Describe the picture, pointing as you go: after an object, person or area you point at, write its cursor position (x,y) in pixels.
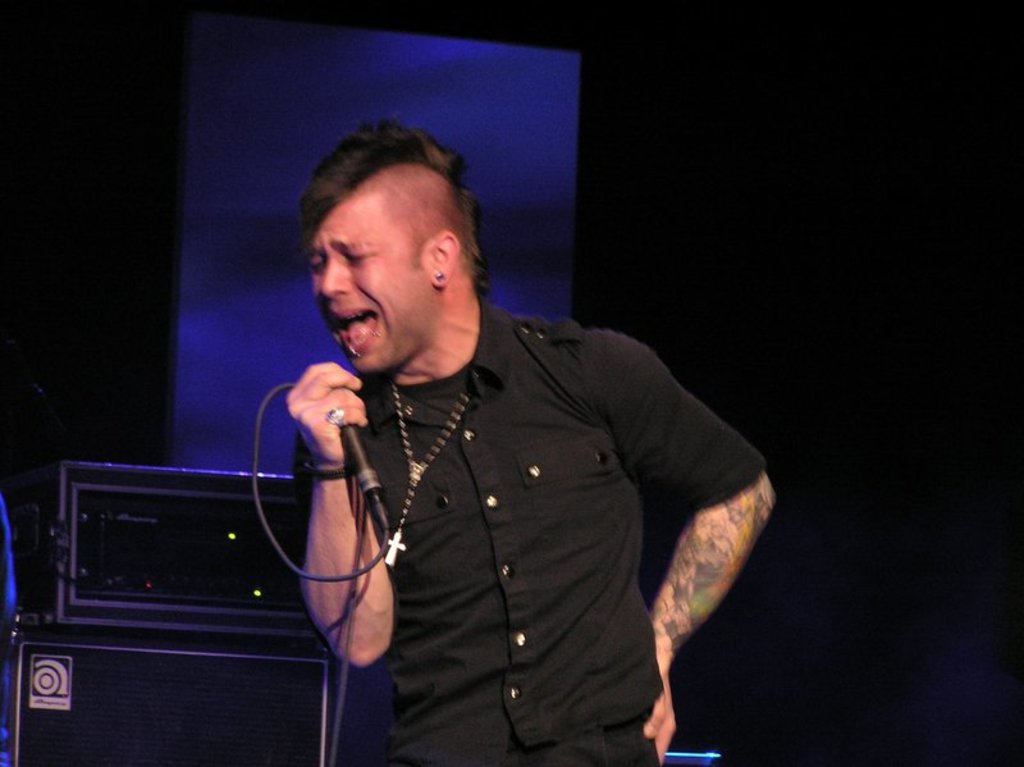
In the middle of the image (478,463) we can see a man (407,480), he is holding a microphone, behind him we can see musical instruments (205,579) and dark background (270,450).
